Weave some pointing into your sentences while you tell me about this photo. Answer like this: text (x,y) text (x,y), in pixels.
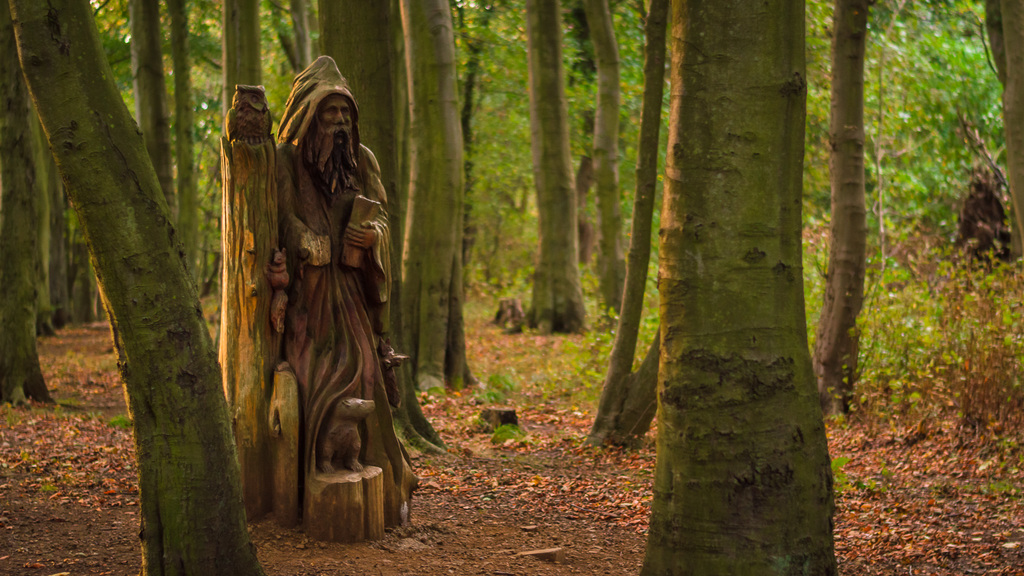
In this image we can see a statue (318,234) of a person (340,231) holding something. Near to him there are statues (287,288) of few animals (275,291) and a bird (249,135). Also there are trees (466,131) in this image.
